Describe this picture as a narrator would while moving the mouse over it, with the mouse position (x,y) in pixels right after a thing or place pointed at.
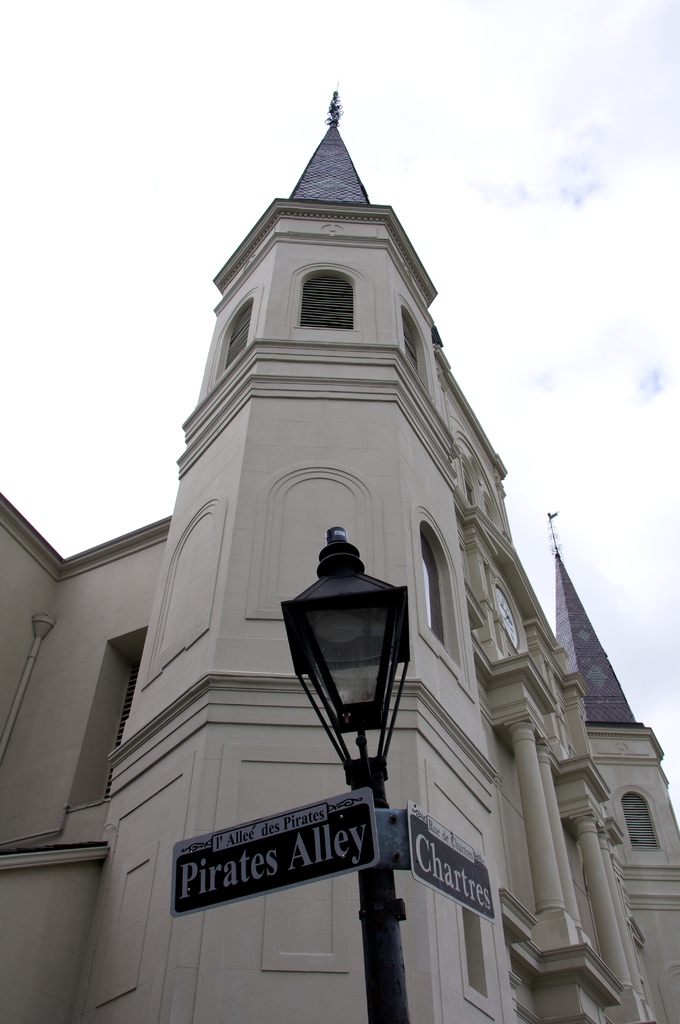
In this picture there is a sign (441,857) and lamp pole (355,726) in the center of the image (345,657) and there is a building (324,760) in the background area of the image (215,946).
